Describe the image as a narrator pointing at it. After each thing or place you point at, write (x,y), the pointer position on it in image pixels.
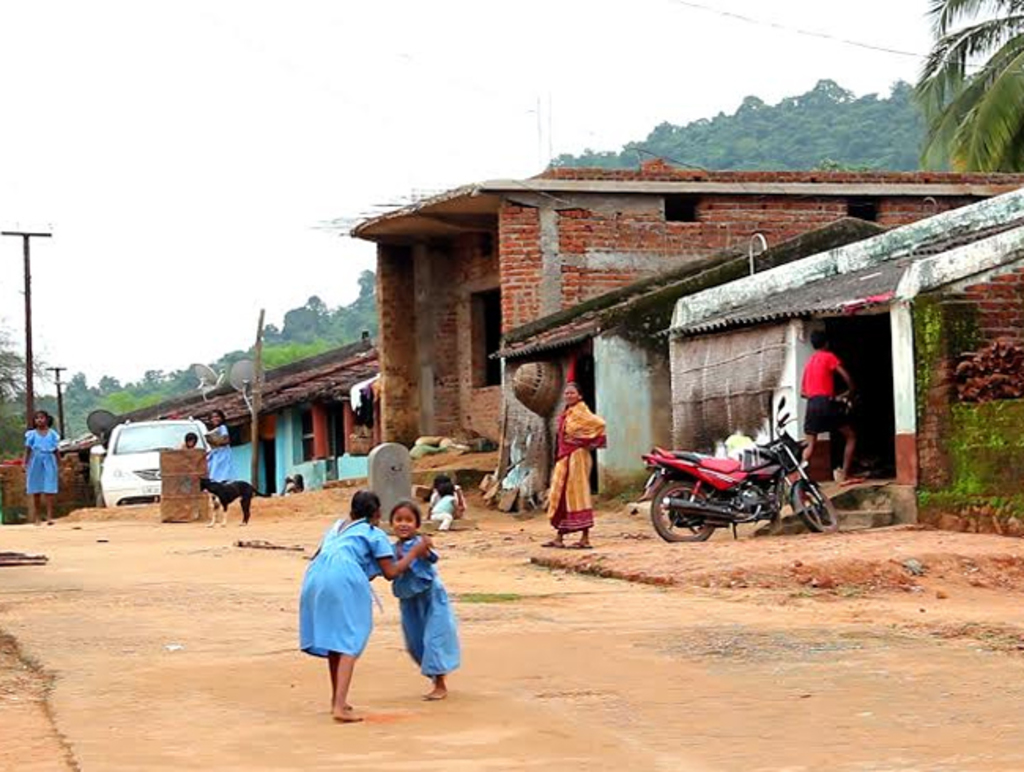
This is the picture of a village (533,496). In this image there are group of people (363,568) standing. At the back (703,302) there are buildings (627,441) and poles (29,407) and there are wires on the poles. There is a car (109,481) and motorbike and there is a dog (246,506) standing at the drum (174,513). At the back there are trees (16,405) on the mountain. At the top (363,119) there is sky (484,129). At the bottom (798,642) there is mud (726,622).
